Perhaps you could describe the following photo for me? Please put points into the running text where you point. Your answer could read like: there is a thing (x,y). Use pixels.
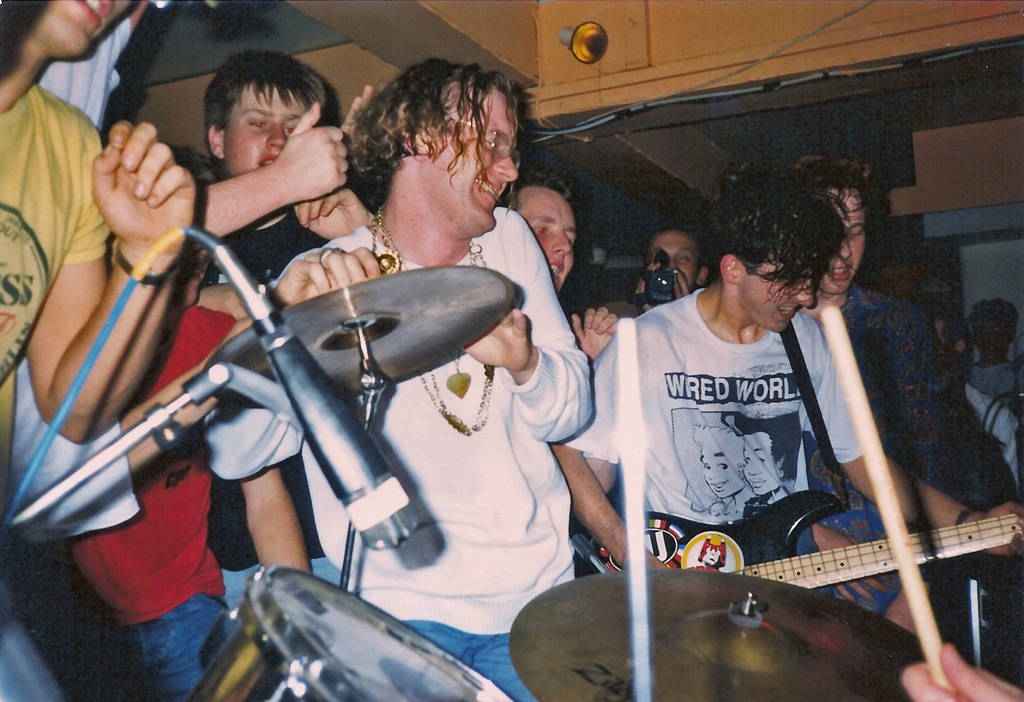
In this picture we can see a group of people (520,281) man (504,113) in center (518,452) smiling and dancing beside to him one person (690,271) is taking picture and one is playing guitar (667,527) and in front of them we can see drums (327,587), mic (307,419).
